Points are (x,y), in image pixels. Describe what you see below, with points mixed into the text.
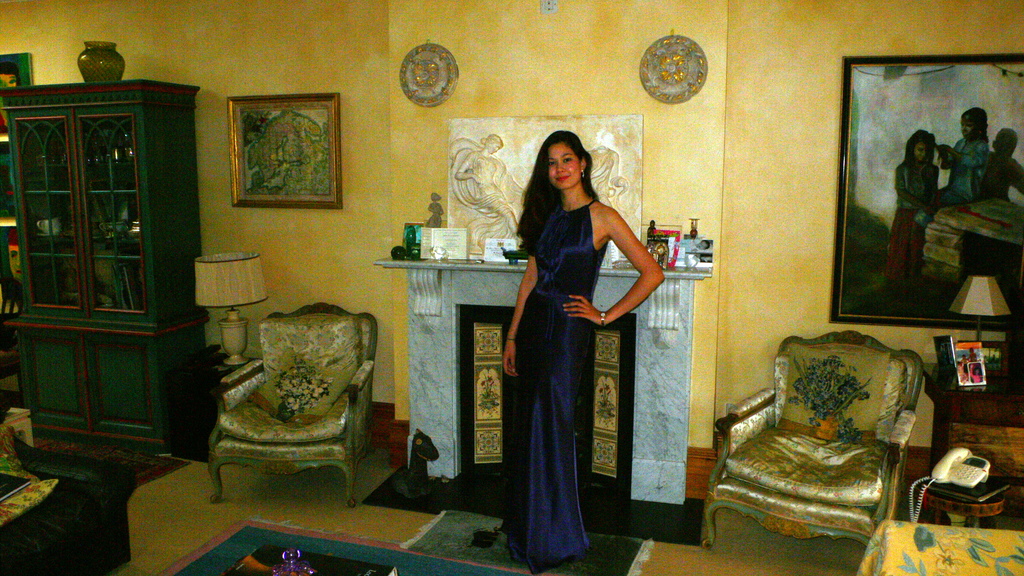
In this picture we can see a woman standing on the floor (730,548). There are chairs (822,454). And this is a cupboard (145,336). Here we can see a lamp (237,296). On the background (807,196) there is a wall (733,160) and these are the frames (928,196). And this is floor (178,531).
